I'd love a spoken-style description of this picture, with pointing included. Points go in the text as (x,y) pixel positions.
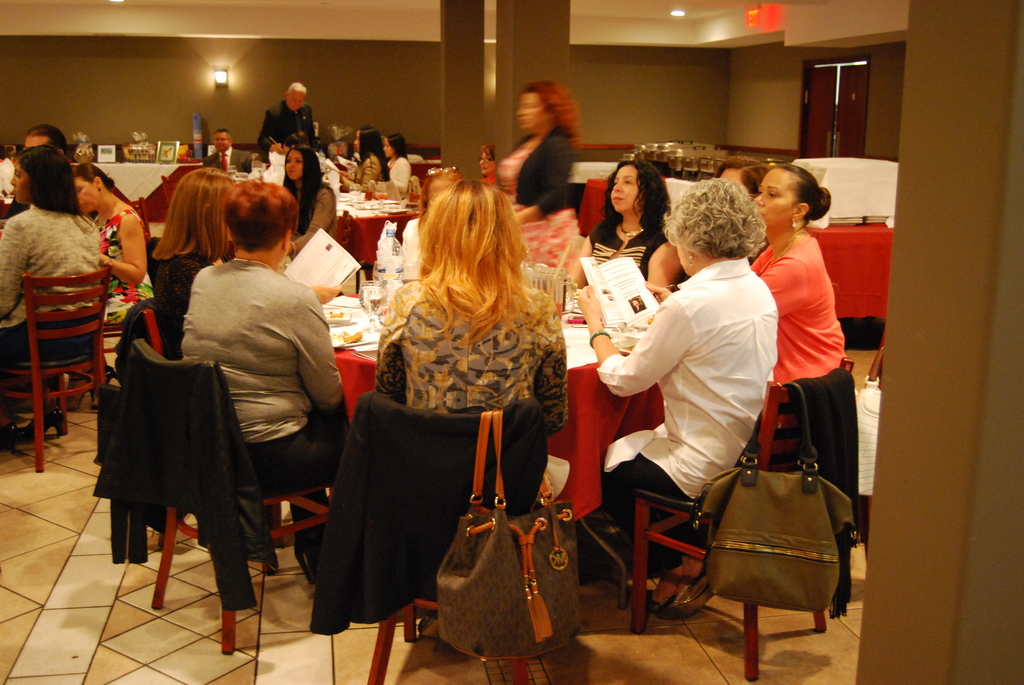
In this picture we can see some persons (229,160) where some are sitting on chair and other are standing and in front of them there is table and on table (361,318) we can see plates (347,320), glasses (366,290), bottles (381,272), papers (606,310) and for some chairs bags (483,444) and jackets (207,417) are hanged and the background (186,78) we can see wall (236,67), light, pillar (521,62), frames (168,143), gift (136,158).
